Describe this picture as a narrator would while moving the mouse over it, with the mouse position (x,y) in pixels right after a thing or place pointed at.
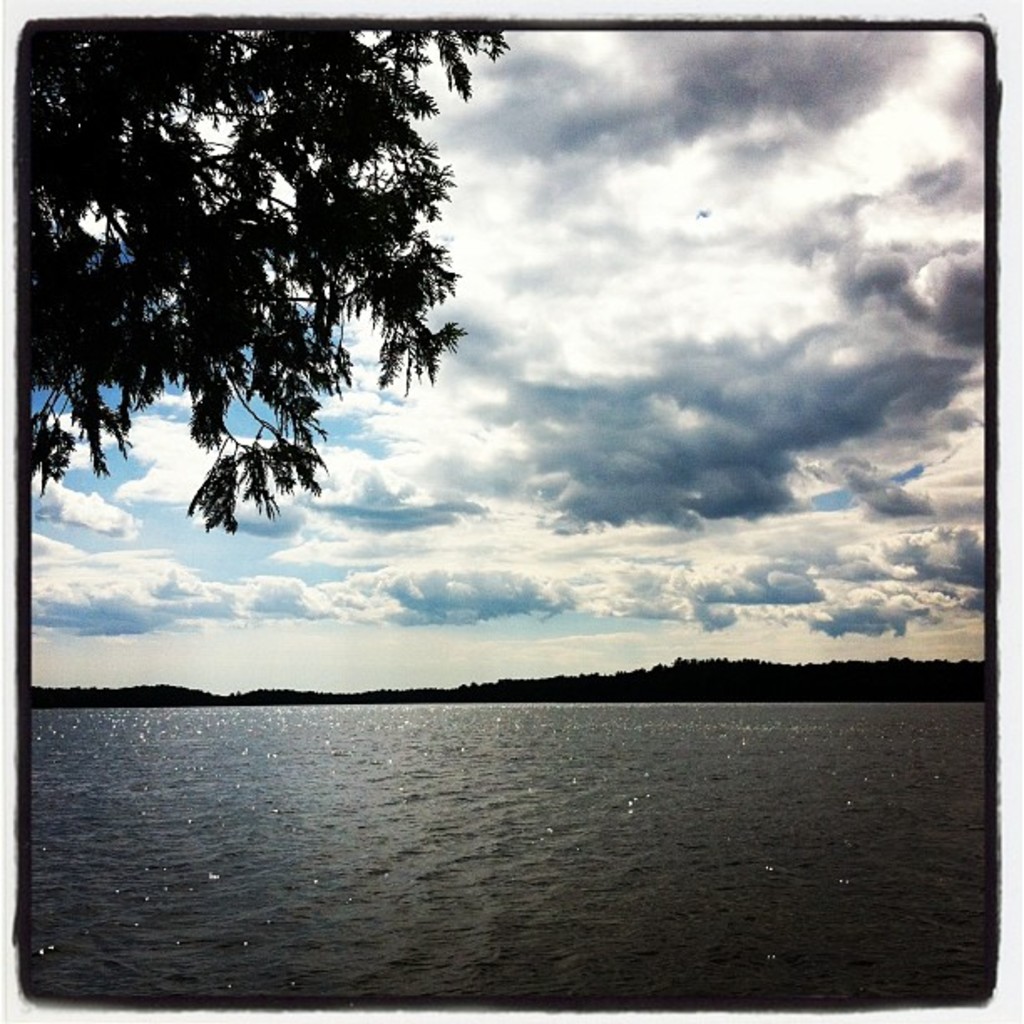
In this image we can see the sky (391,602) with clouds (623,347). At the bottom of the image (493,793), we can see water (128,797). In the background (927,670), we can see greenery (773,680). We can see a tree (232,199) in the top left of the image (241,197).
